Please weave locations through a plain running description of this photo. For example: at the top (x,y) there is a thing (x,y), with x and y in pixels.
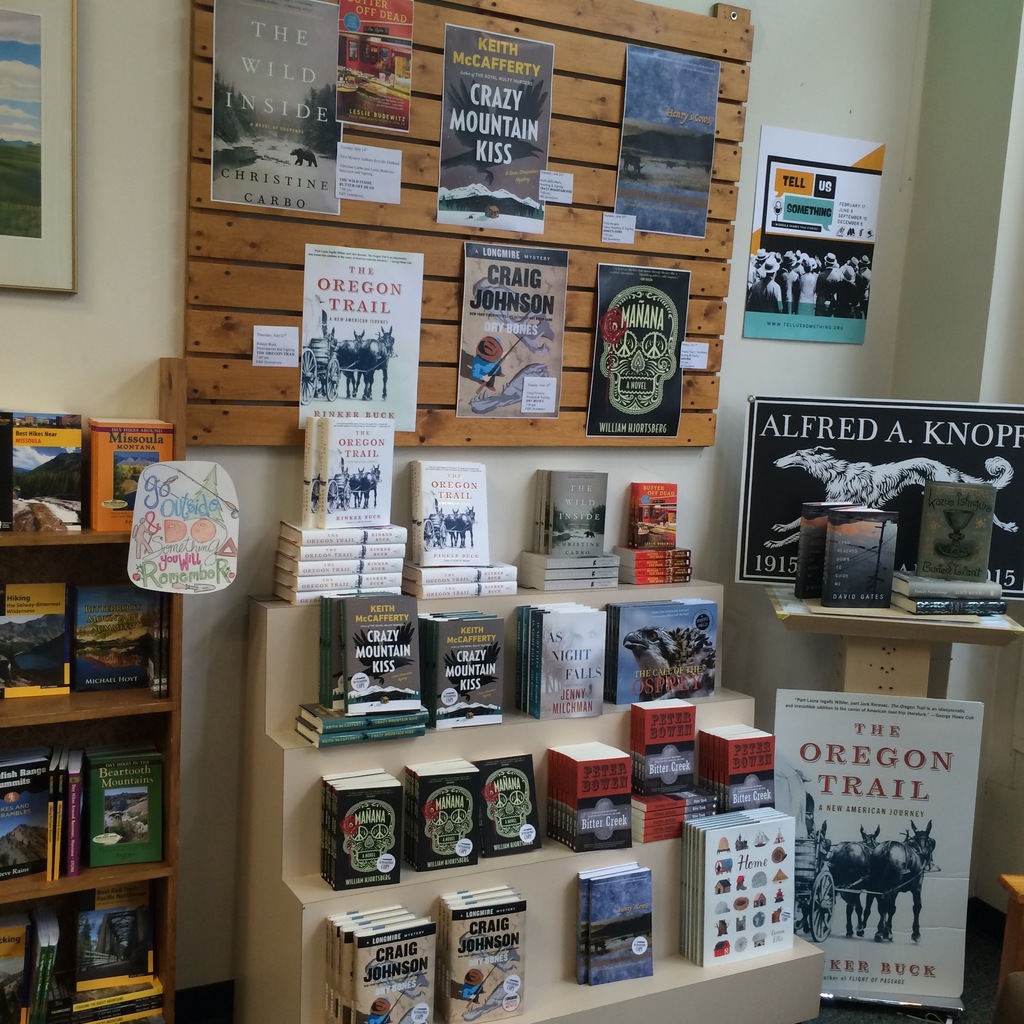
In this image, we can see the wall (851,64) with some objects (777,132) like posters (803,211), wood (631,22) and a frame (52,262). We can see some shelves (529,866) with objects (365,675) like books (597,798). We can see the ground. We can also see some boards (855,724) with text (893,749) and images (863,905). We can see an object (1005,1015) on the bottom right corner (1021,1004). We can see a table (885,667) with some books (869,570).
